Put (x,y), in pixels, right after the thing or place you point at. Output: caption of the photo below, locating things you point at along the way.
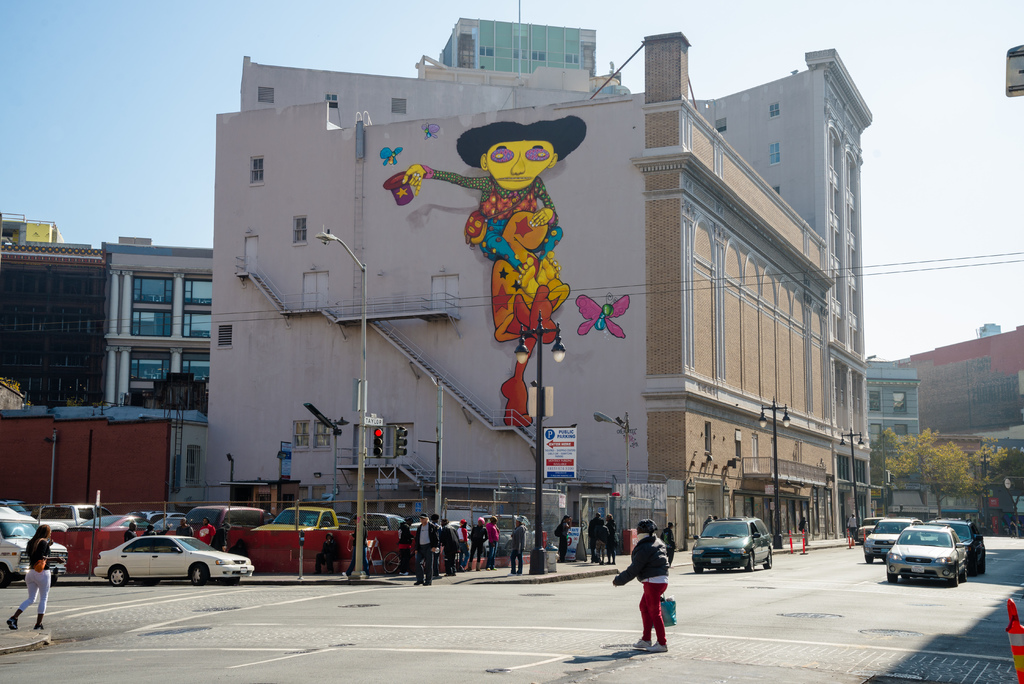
In this image we can see the buildings (827,262), some objects (201,396) attached to the buildings (132,401), some poles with lights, two signal lights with poles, some boards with poles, one board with text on the ground (573,562), some vehicles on the roads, some objects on the ground (562,578), some trees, one object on the right side of the image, some people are standing, one person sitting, some people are walking, some wires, some people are holding objects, painting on the building wall (397,492) in the middle of the image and at the top (955,219) there is the sky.
